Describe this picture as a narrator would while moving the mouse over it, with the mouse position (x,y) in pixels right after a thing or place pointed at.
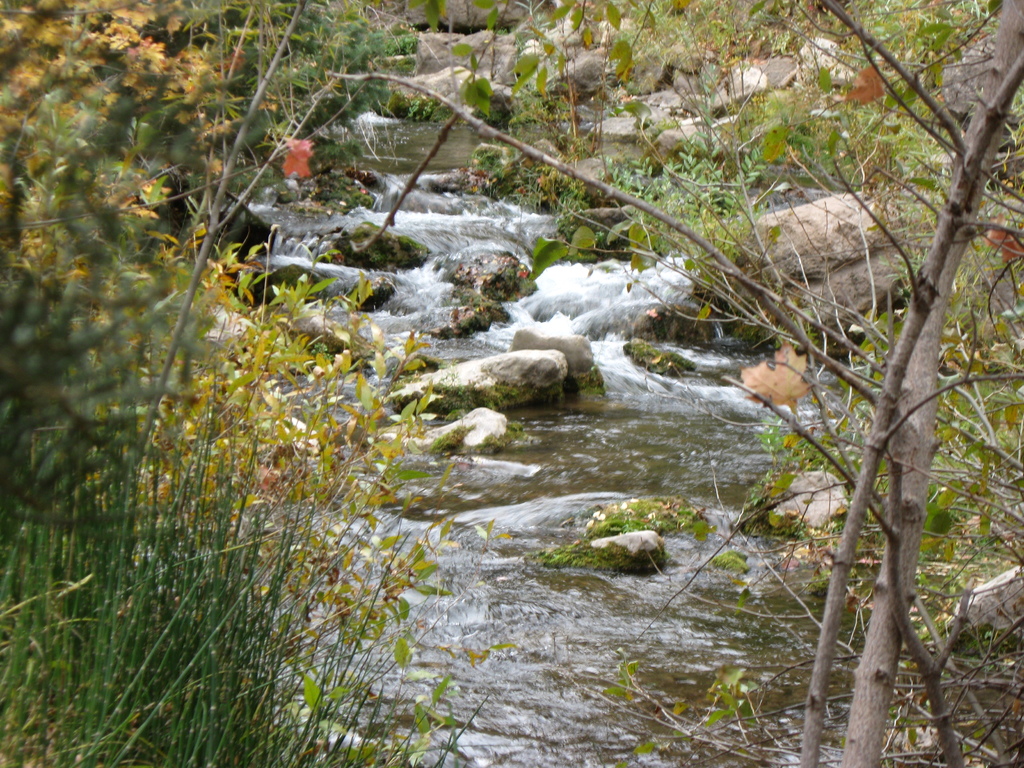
In the image we can see there are many trees (38,372), plants (739,211) and water (614,444). There are many big stones (498,360).
